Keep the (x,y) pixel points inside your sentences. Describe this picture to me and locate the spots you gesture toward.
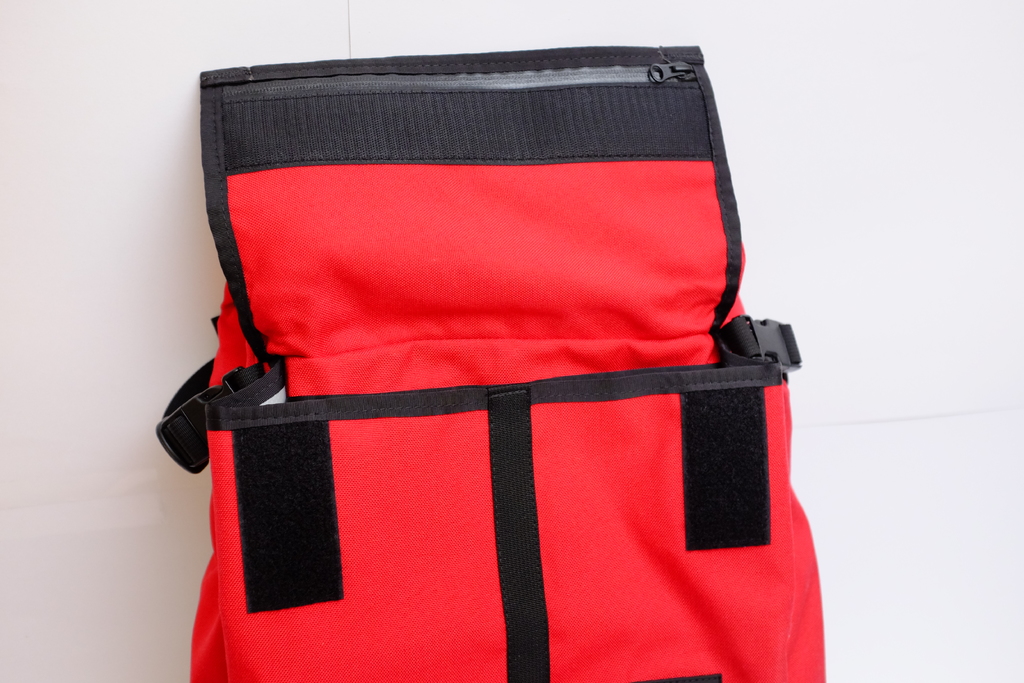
In this image we can see a bag (479,395). A bag (479,395) is in red color. There is a white background (948,590) in the image.
